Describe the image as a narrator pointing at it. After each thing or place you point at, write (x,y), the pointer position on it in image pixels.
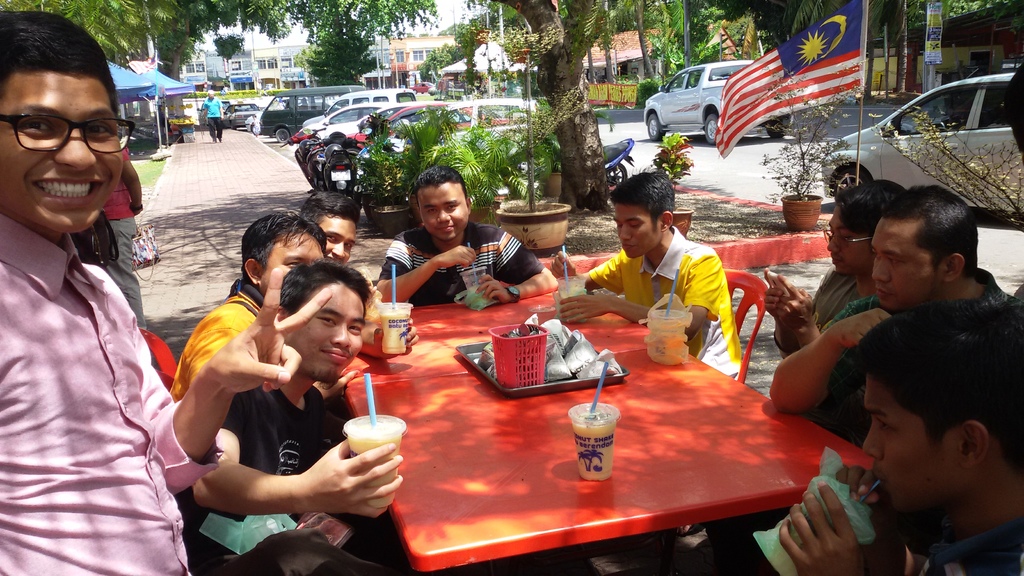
In the center of the image (637,243) there are people (195,327) sitting around the table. At the left side of the image (16,39) there is a person (49,327) wearing pink color shirt (38,286) and smiling. At the background of the image (183,49) there are trees (748,2), cars (331,103). There is a road (743,160). There is a building (211,64).
